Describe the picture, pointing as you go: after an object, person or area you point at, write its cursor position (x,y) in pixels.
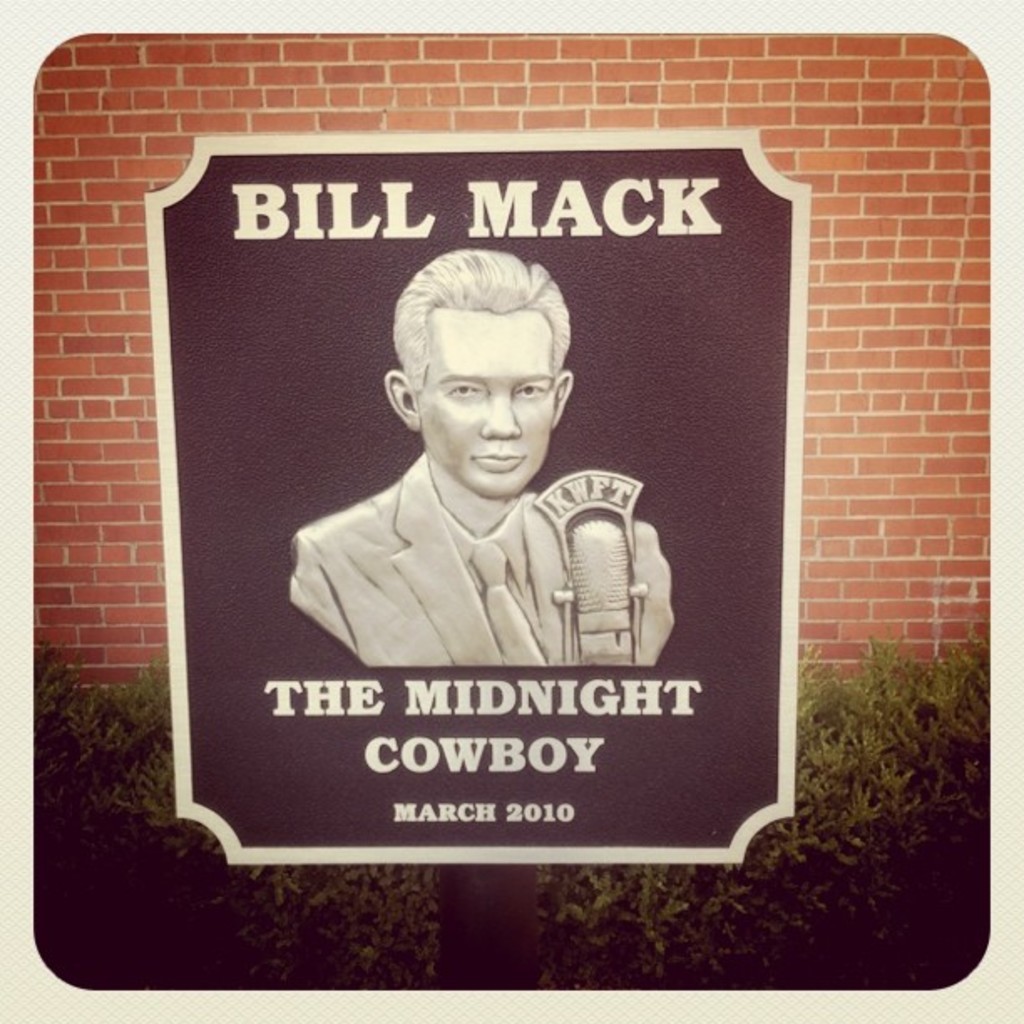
In this image we can see a board (393,754) on a pole (477,889). On the board (511,638) something is written. Also there is an image (505,427) of a person (394,509). In the background (61,501) there is wall (120,500) and plants (752,906).
